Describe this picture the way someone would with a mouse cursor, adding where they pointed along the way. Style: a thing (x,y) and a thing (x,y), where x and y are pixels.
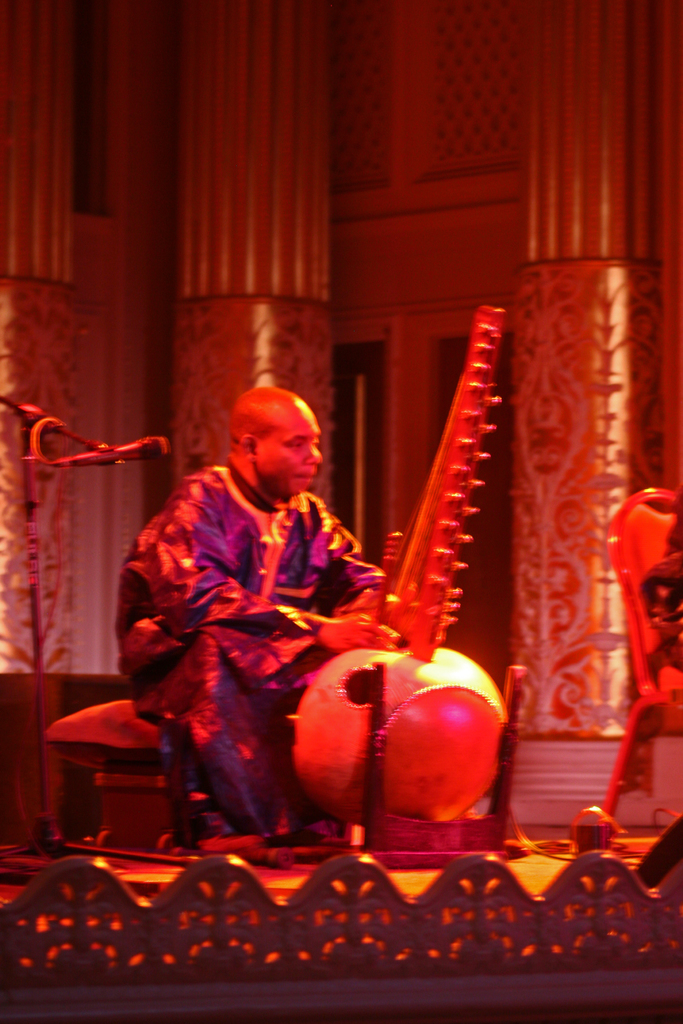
In the picture we can see a man (222,579) sitting on the stool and playing the musical instrument (453,450) and he is bald with a head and beside him we can see a microphone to the stand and behind him we can see some pillars (540,646) with a design (19,499) on it and behind it we can see the wall (478,142).
